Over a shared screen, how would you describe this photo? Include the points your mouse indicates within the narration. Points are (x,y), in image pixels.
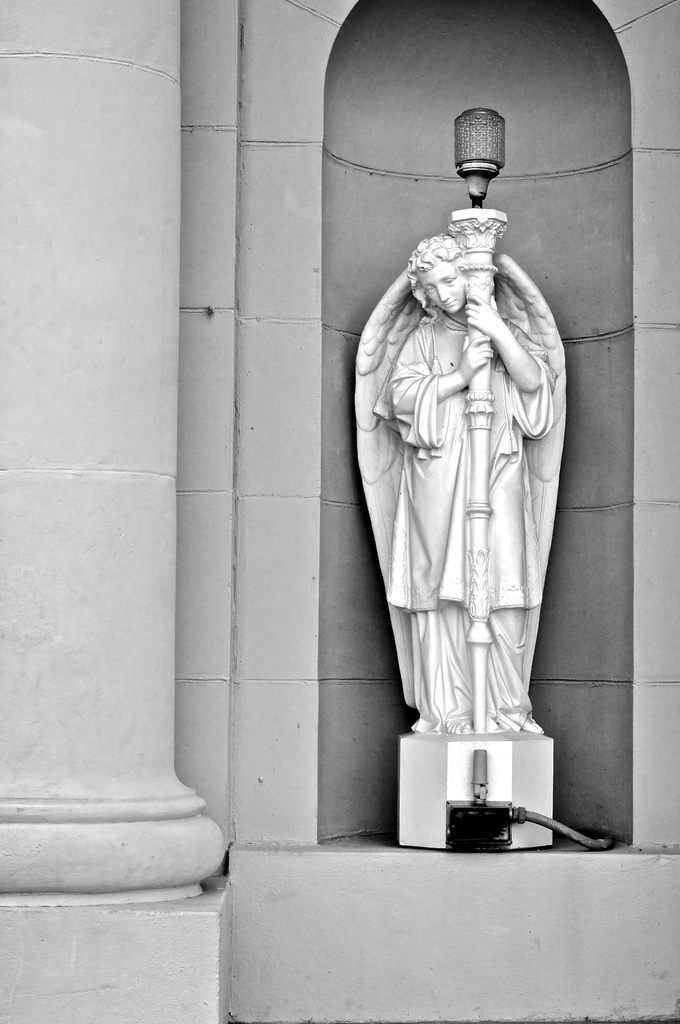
This is a black and white image. I can see a sculpture (423,597) of a person (465,319) with wings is standing and holding a light pole (492,159). On the left side of the image (60,739), this is a pillar (59,361).
